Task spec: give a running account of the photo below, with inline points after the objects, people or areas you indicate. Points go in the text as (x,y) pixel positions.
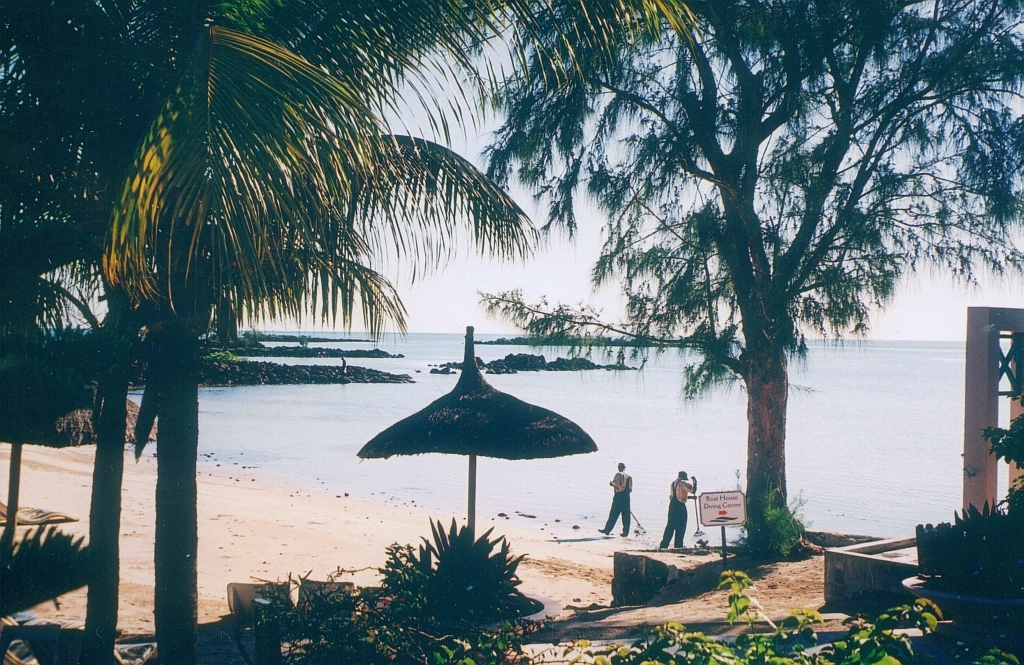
In this image there is a beach (232,487), in that beach (332,506) there are trees (779,264), shelter (403,447) and two people (675,518) are walking, on the beach (592,538), in the background (503,518) there is the sea (847,412).
